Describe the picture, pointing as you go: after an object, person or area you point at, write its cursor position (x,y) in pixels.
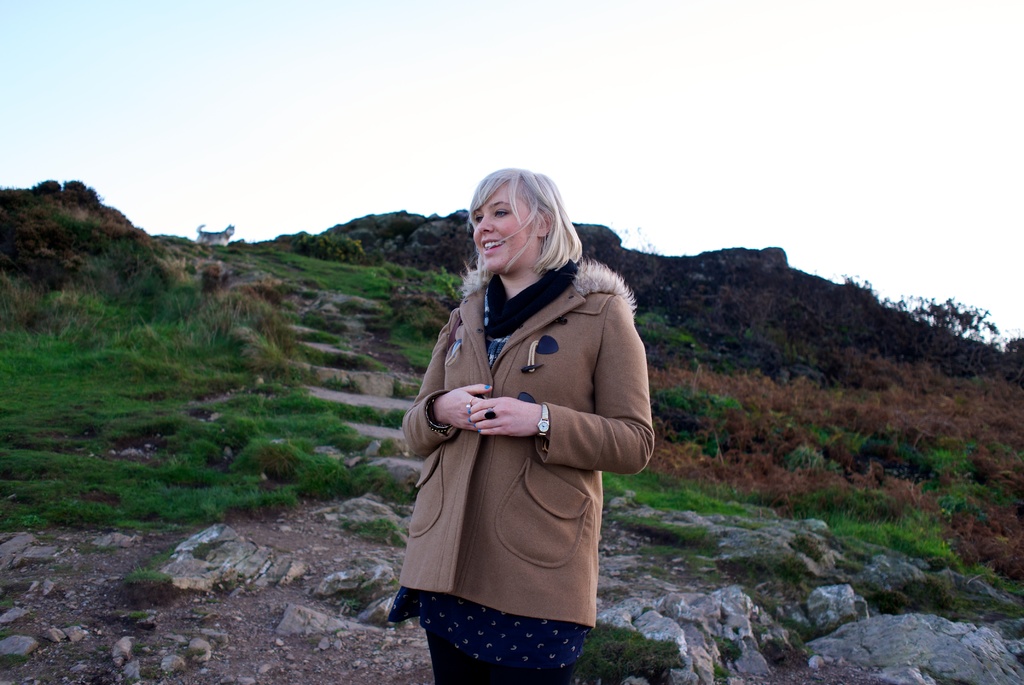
Here in this picture we can see a woman (460,388) standing over a place, we can see she is wearing a jacket (558,407) on her and behind her we can see hills (343,292), which are fully covered with grass (97,357) over there and at the top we can see a dog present over there and we can see rock stones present here and there on the ground (92,636) over there and we can also see plants (876,343) present over there.
